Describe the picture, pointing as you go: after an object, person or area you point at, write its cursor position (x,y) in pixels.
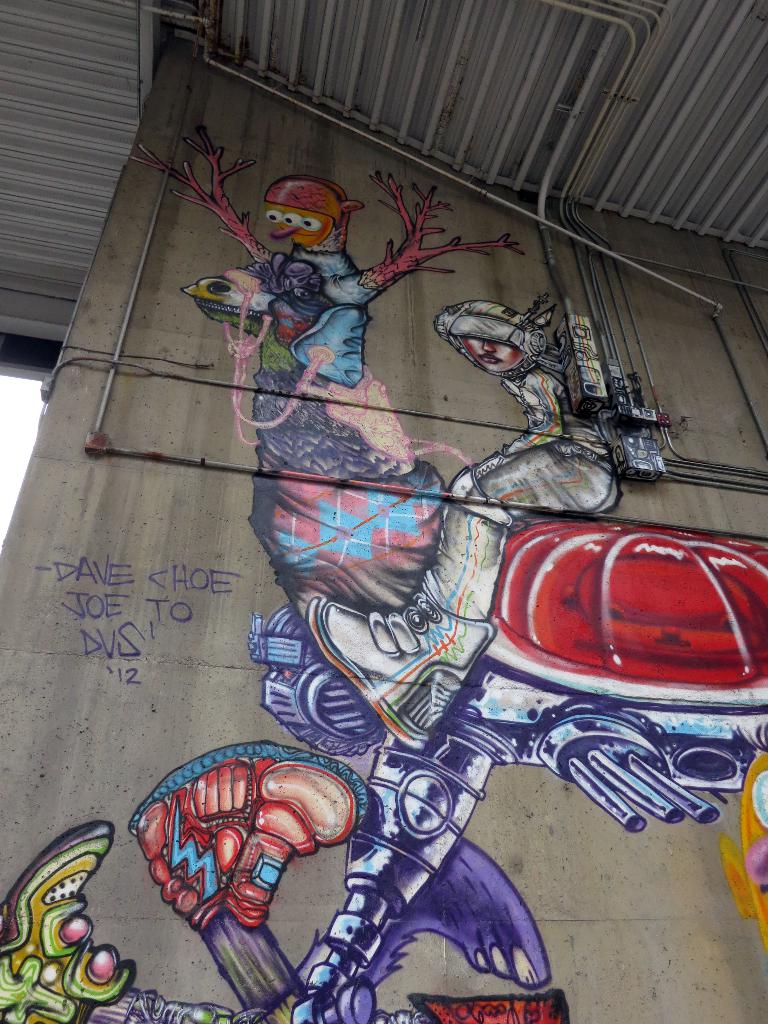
In this picture, we can see a wall (544,920) with some paintings (532,943), we can also see some pipes (432,493) on the wall (666,579). At the top (474,171), we can see a roof (583,41).
